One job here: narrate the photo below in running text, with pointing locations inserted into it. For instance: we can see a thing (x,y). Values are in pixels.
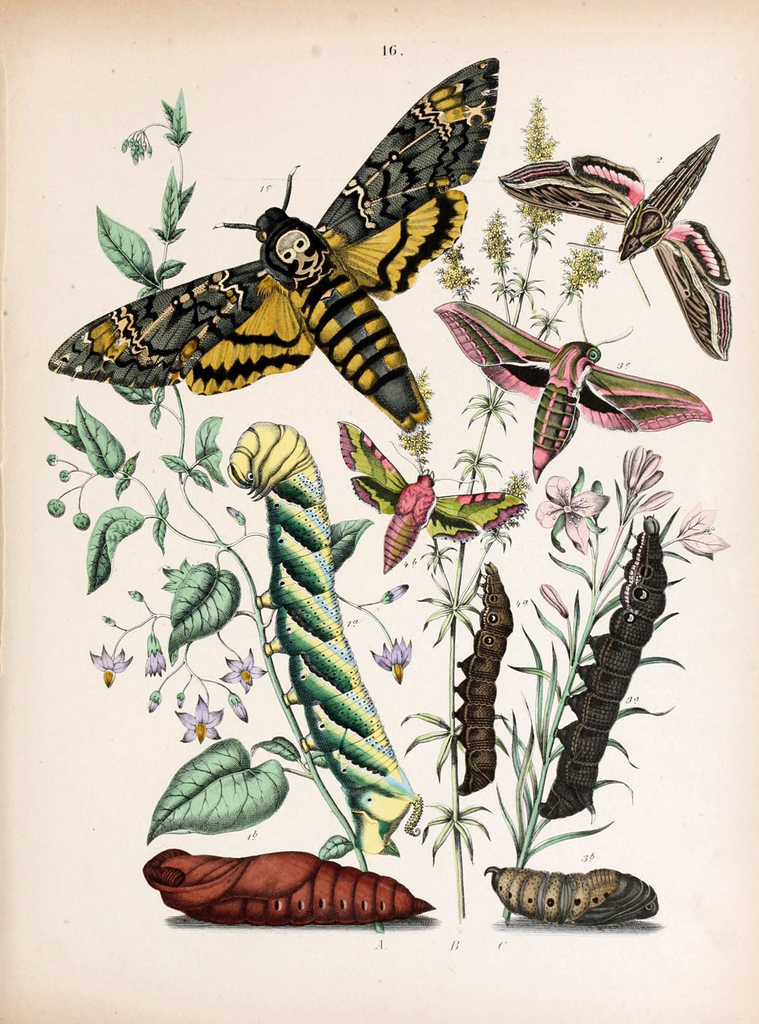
This is a paper (426,549). In this picture we can see the plants (589,483), flowers (152,670), insects (434,497) and text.
